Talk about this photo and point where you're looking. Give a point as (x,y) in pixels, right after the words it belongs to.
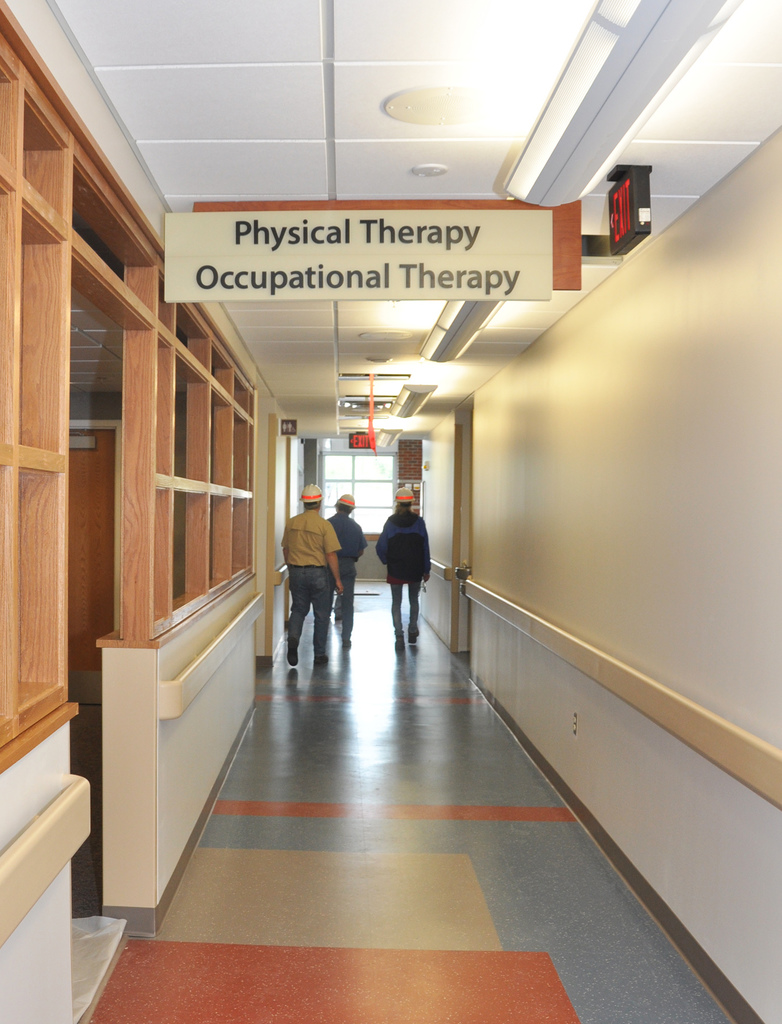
In the center of the image (329,560) we can see three persons (394,576) standing and wearing helmets (347,506). On the left side (253,577), we can see the windows (196,589) and door (97,680). In the background (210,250), we can see a signboard (345,240) with some text (236,277) on it and the group of lights (468,340).
